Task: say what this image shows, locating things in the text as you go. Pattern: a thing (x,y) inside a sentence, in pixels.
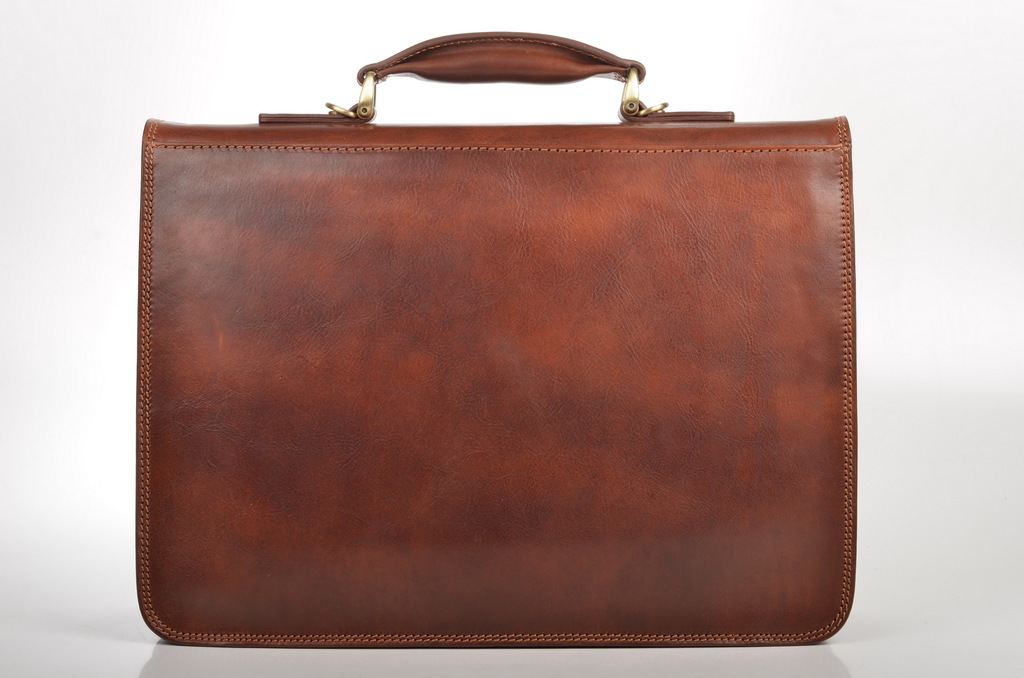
In this image i can see a brown bag (496,364).
